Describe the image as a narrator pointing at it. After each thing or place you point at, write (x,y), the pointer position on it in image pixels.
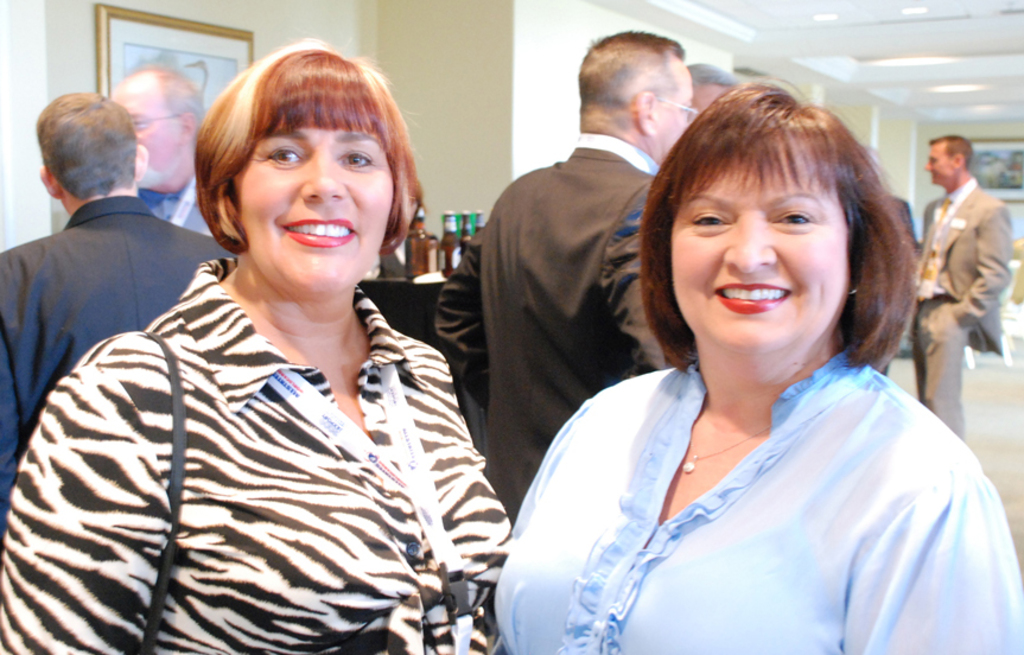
In the image there are women (464,492) standing in the front (334,425) and smiling and behind them there are few men (607,178) in suits (1005,255) standing on the floor (1018,470), in the back (456,216) there are bottles (472,231) on the table (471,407) and there are lights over the ceiling (859,96).
